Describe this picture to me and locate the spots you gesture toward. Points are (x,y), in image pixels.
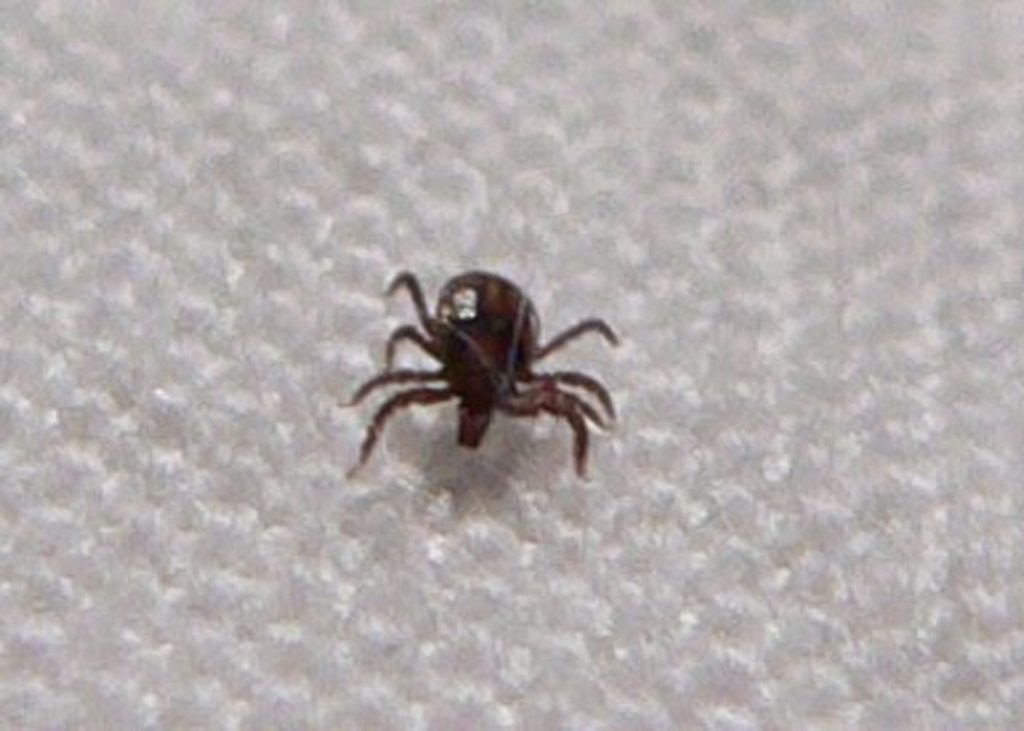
In this image I can see an insect (488,418) on the white color surface (92,638) and the insect (488,400) is in brown color.
